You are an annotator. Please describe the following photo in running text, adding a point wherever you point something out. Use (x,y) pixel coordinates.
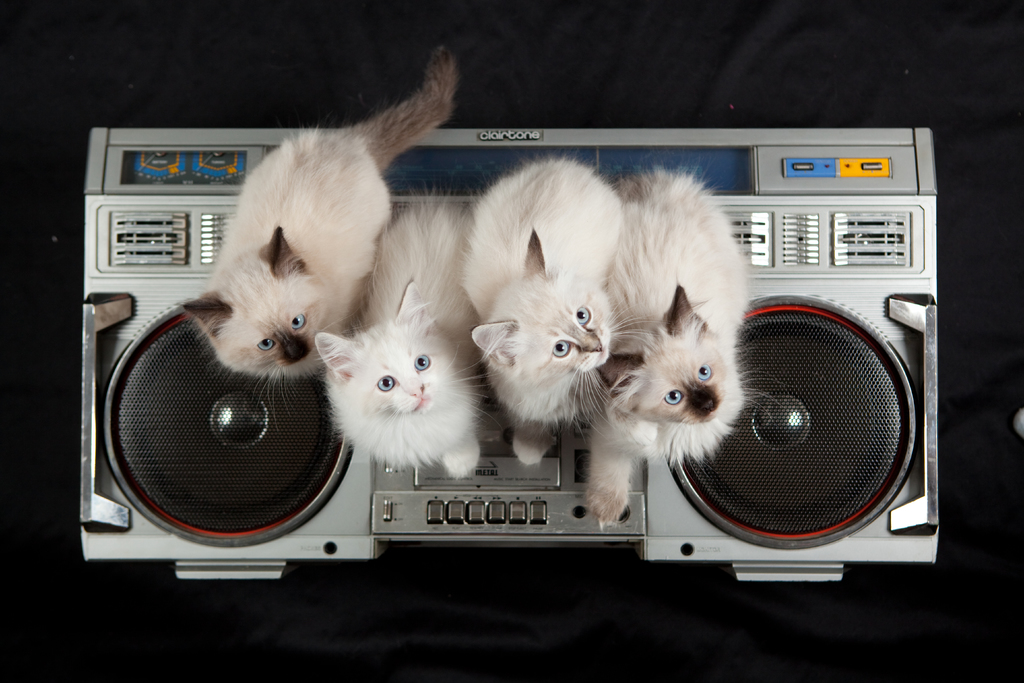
In this image we can see a few cats (342,335) on an electronic gadget (118,497). Behind the gadget (112,482) we can see a dark background (224,112).
